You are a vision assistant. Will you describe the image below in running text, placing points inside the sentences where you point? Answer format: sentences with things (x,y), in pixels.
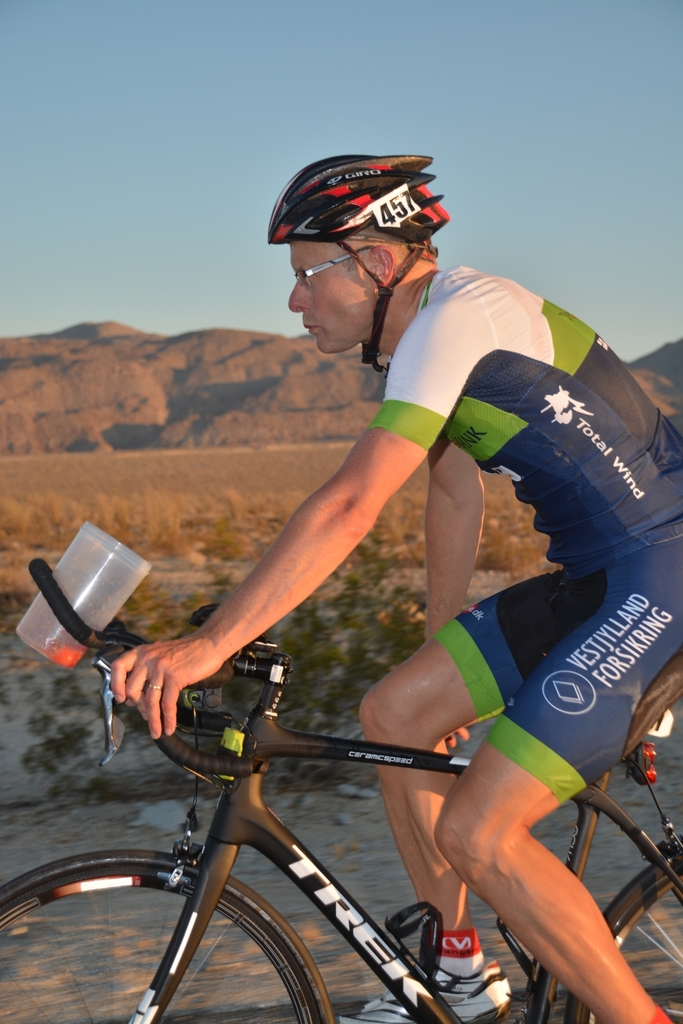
In the center of the image (294,556) there is a person (329,184) riding a bicycle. He is wearing a helmet (367,199). In the background of the image (232,410) there are mountains (349,416). There is dry grass (166,469).
